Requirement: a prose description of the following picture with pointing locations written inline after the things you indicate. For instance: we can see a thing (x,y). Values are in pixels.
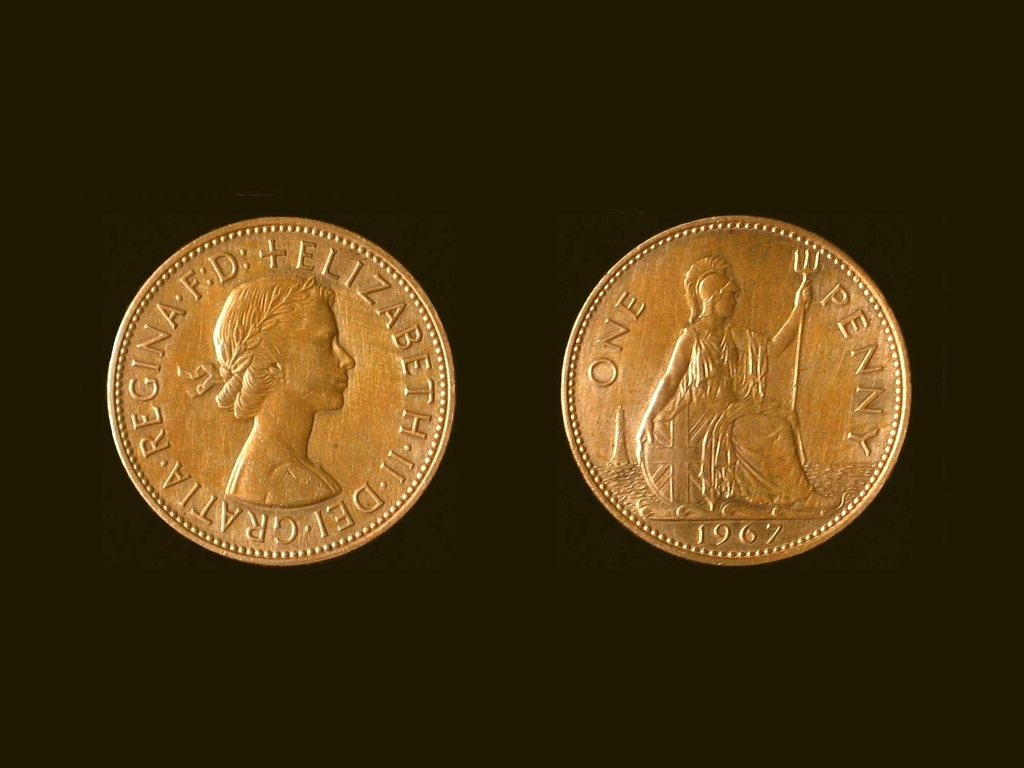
In the image there are two coins (263,304) and the background of the coins (314,328) is dark.
